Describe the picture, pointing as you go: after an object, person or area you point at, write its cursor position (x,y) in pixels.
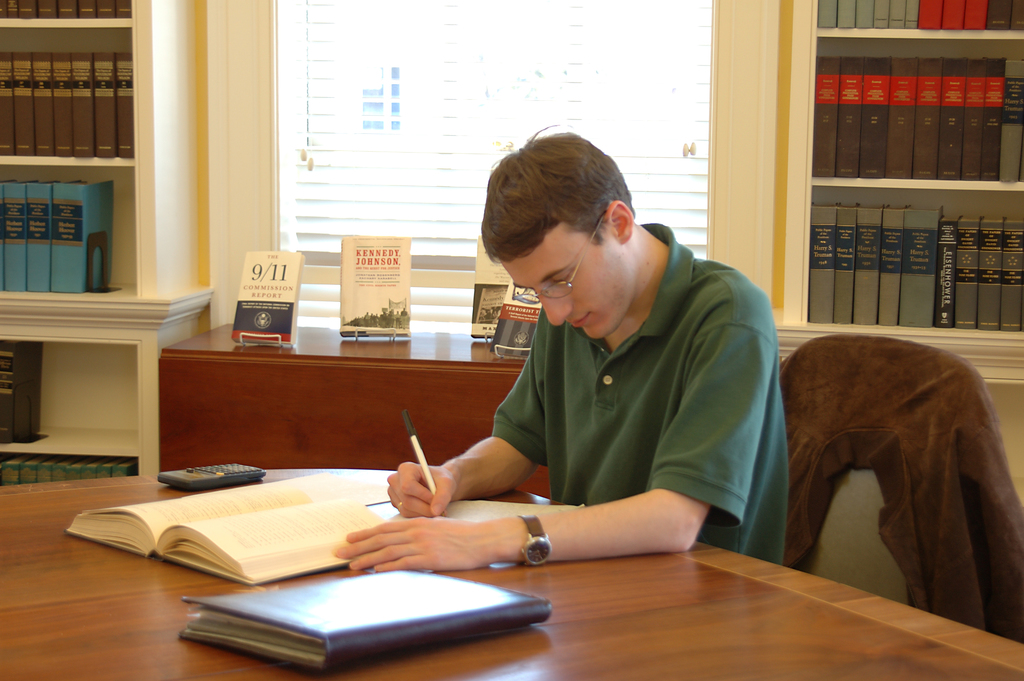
There is a man (676,326) writing in the foreground (648,374), there are books (293,547) and a calculator (242,473) on the table (267,479), there are bookshelves (872,202), books (396,282) on the desk (429,339) and a window (501,116) in the background (501,116).
